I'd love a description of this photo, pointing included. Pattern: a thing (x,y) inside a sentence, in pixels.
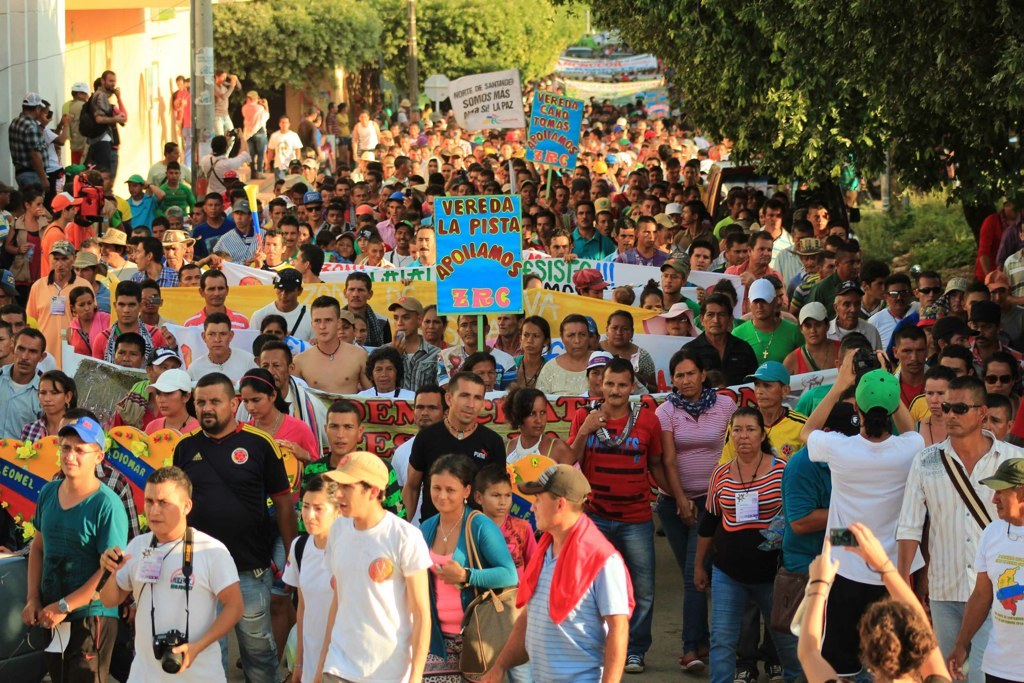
In the image many people (891,279) are standing and holding banners (557,147) and cameras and bags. Behind them there are some trees (967,92) and buildings (160,18) and poles (202,5).
